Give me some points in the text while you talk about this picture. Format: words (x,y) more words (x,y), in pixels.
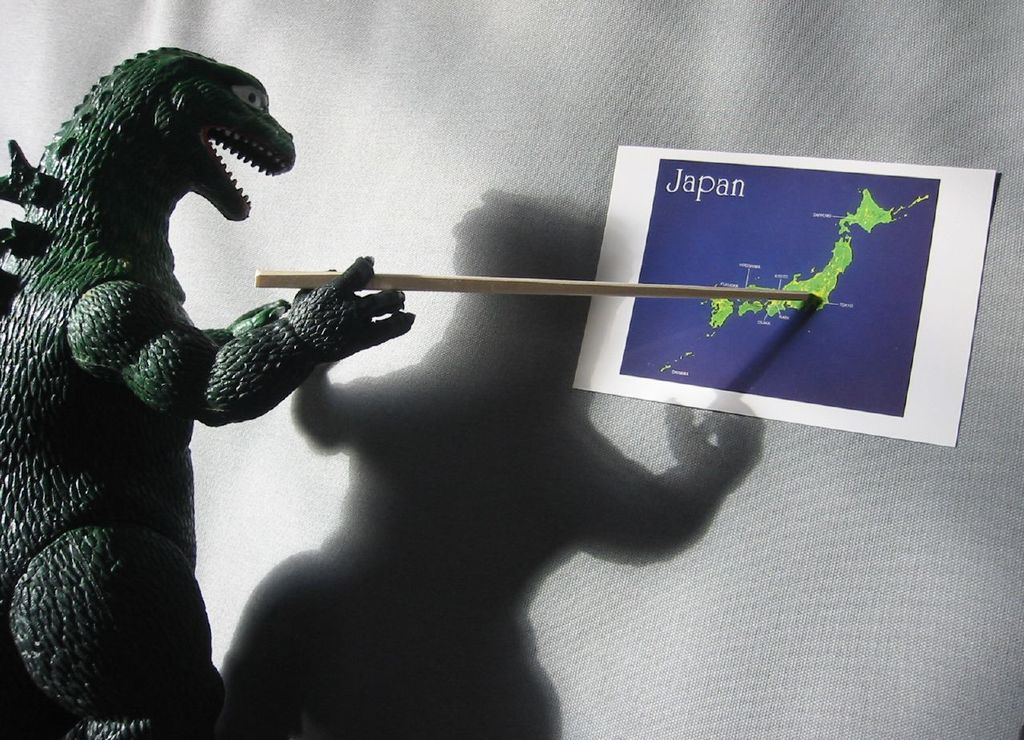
In this image, we can see a toy animal (199,348) holding stick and in the background (516,116), there is a paper (723,202) on the wall (774,129) and we can see a shadow (451,570).
